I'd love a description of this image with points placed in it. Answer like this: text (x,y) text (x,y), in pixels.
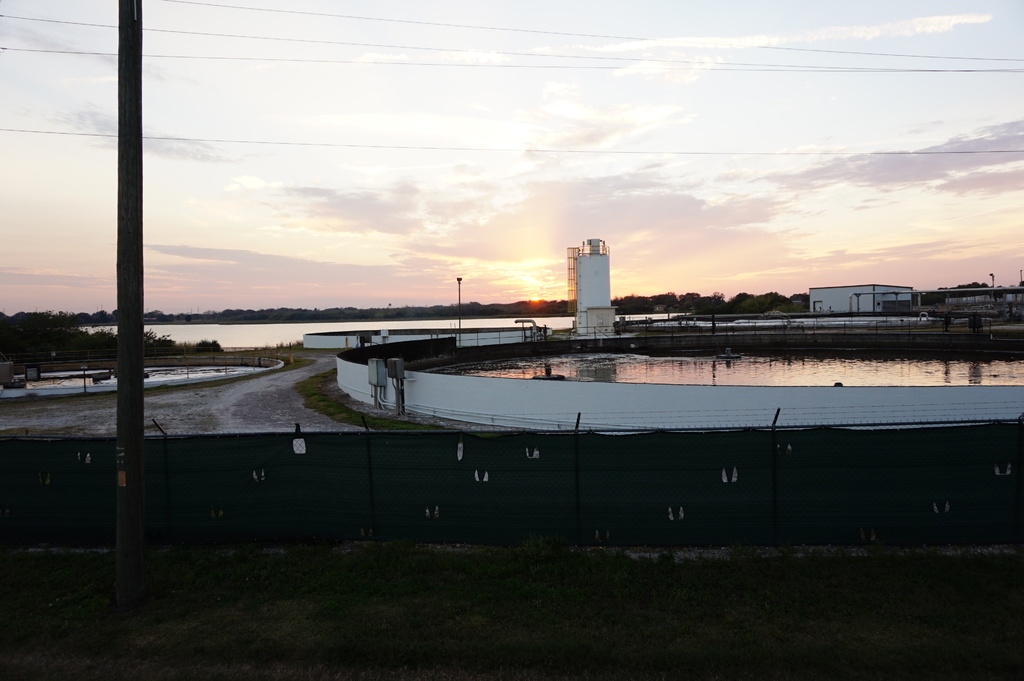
In this image there is grass (446,595) on the ground (457,589) in the front (542,600). There is a fence (491,485) in the center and in the background (576,366) there is water (695,362), there is a tower (595,298), building (887,303), pole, and there are trees (681,312) and the sky (459,206) is cloudy.
